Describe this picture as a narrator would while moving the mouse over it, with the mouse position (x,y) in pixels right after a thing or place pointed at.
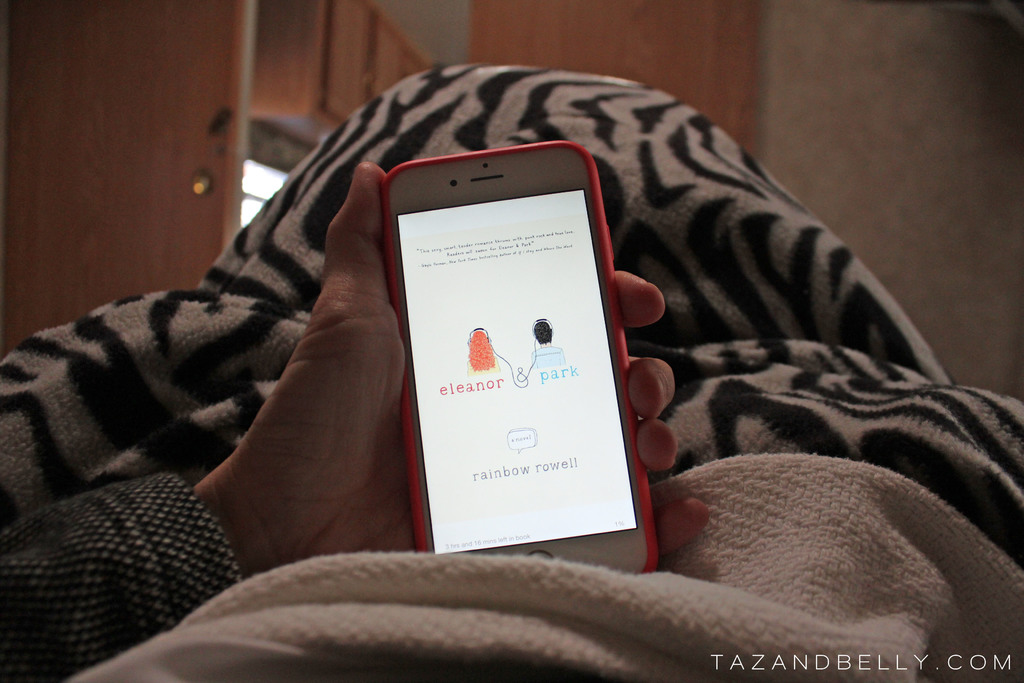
In this image I can see the person (328,510) holding the mobile (520,425). I can see the person's hand (390,447) on the bed sheets (736,562) which are in cream and black color. In the background (823,191) I can see the wall (809,145) and the wooden door (231,126).
